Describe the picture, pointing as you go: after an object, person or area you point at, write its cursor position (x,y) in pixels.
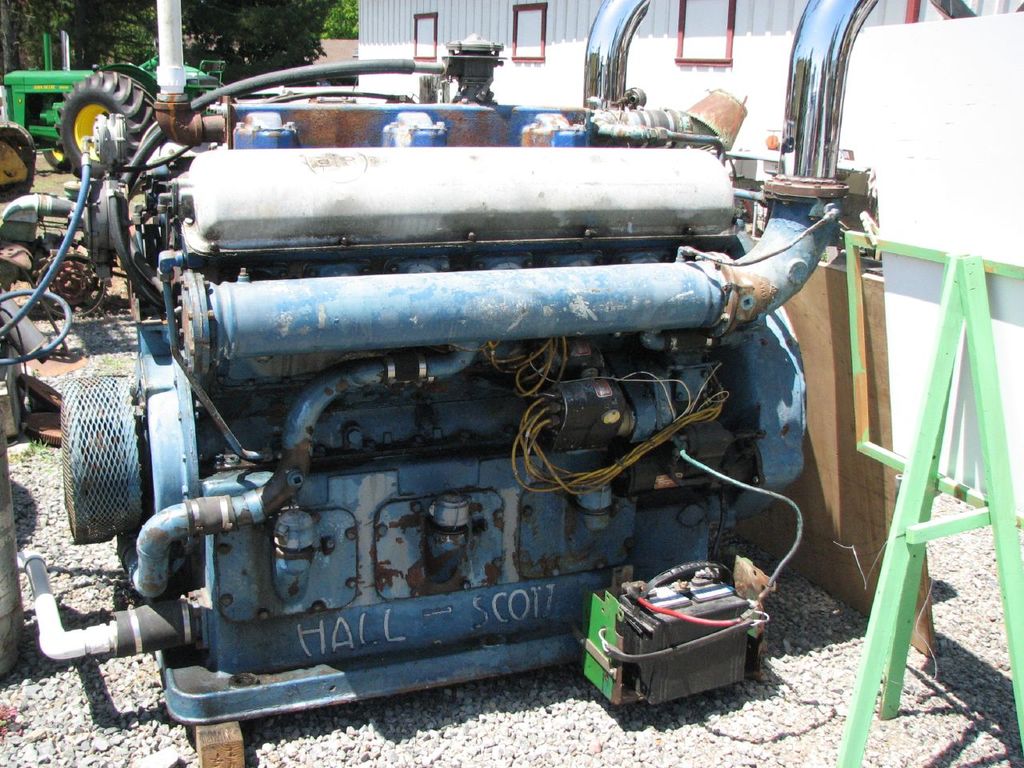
In this picture we can see a machine (783,277), vehicle (116,103) and few trees (234,61) in the background (127,82).
